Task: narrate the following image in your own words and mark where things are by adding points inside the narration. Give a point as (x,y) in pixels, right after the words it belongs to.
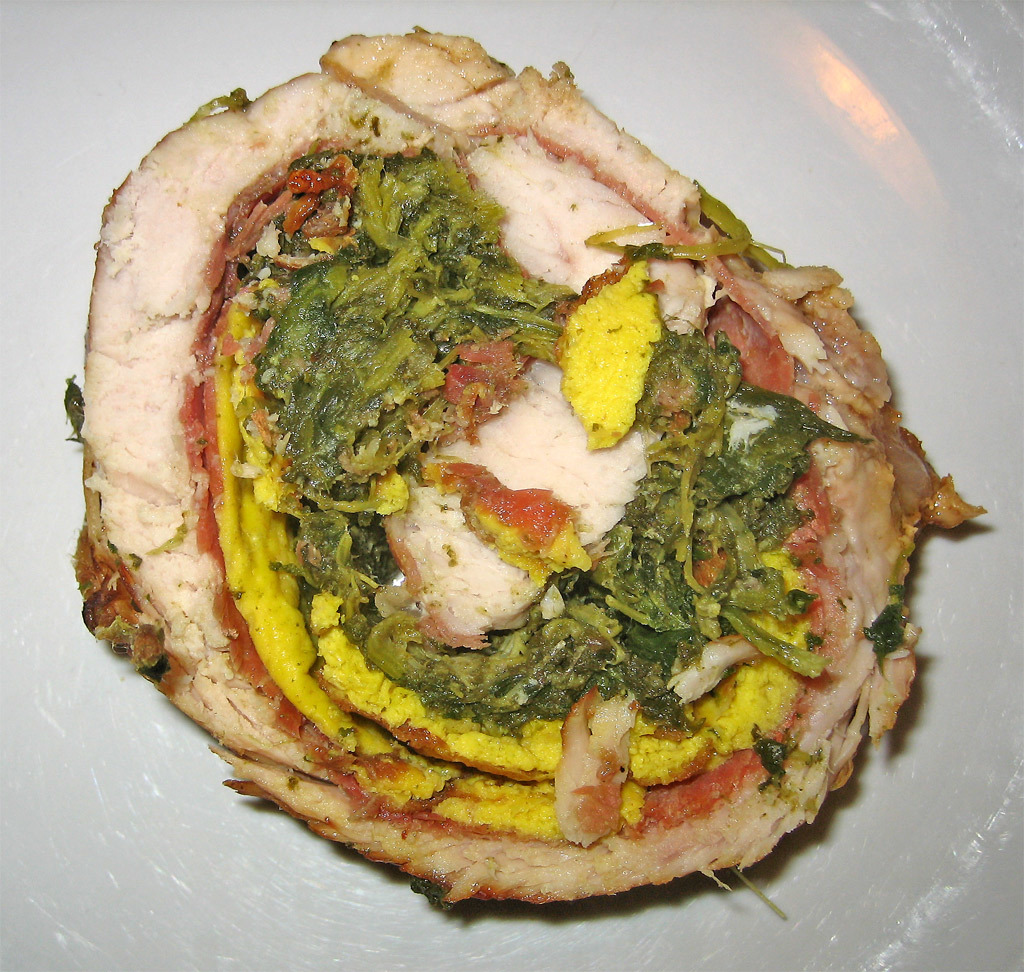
In this picture, we see an edible (428,577). In the background (174,66), it is white in color. It might be a plate (528,7) or a tray (751,162).
